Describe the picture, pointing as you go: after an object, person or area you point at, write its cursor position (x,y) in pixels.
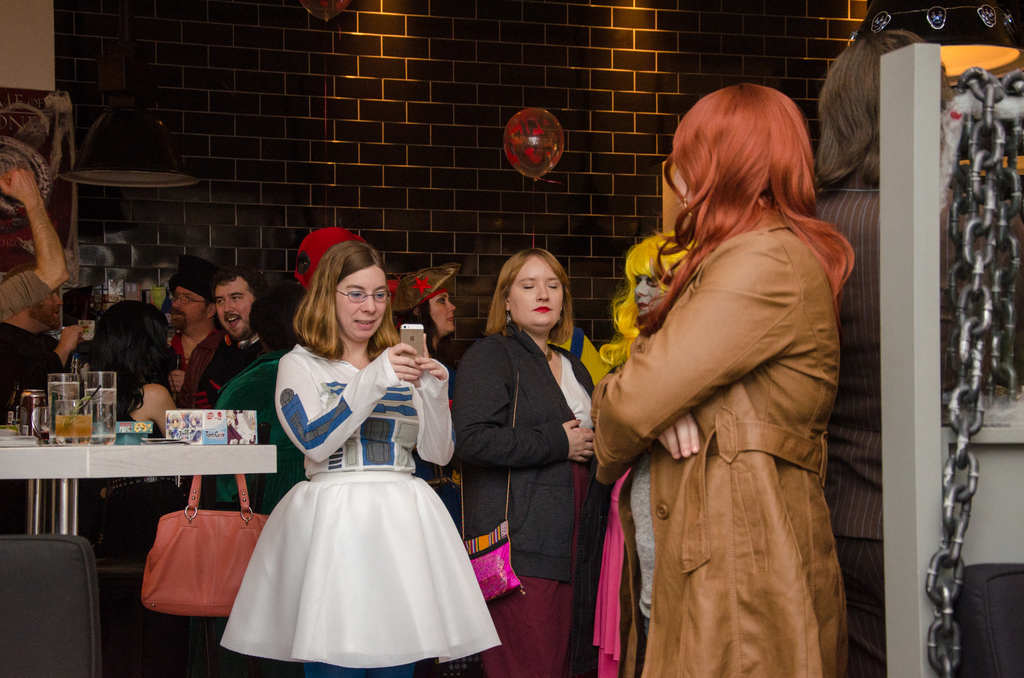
The picture is taken inside a building (919,261). There are many people (370,350). In the foreground (334,468) a lady (354,359) wearing white dress (354,380) is holding a phone (414,336). Here on a table (143,454) there are glasses (87,418), packets (146,436) and few other things (13,439) are there. Here there is metal chain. Here there is a balloon (544,139). In the background (449,152) there is wall (372,140).
